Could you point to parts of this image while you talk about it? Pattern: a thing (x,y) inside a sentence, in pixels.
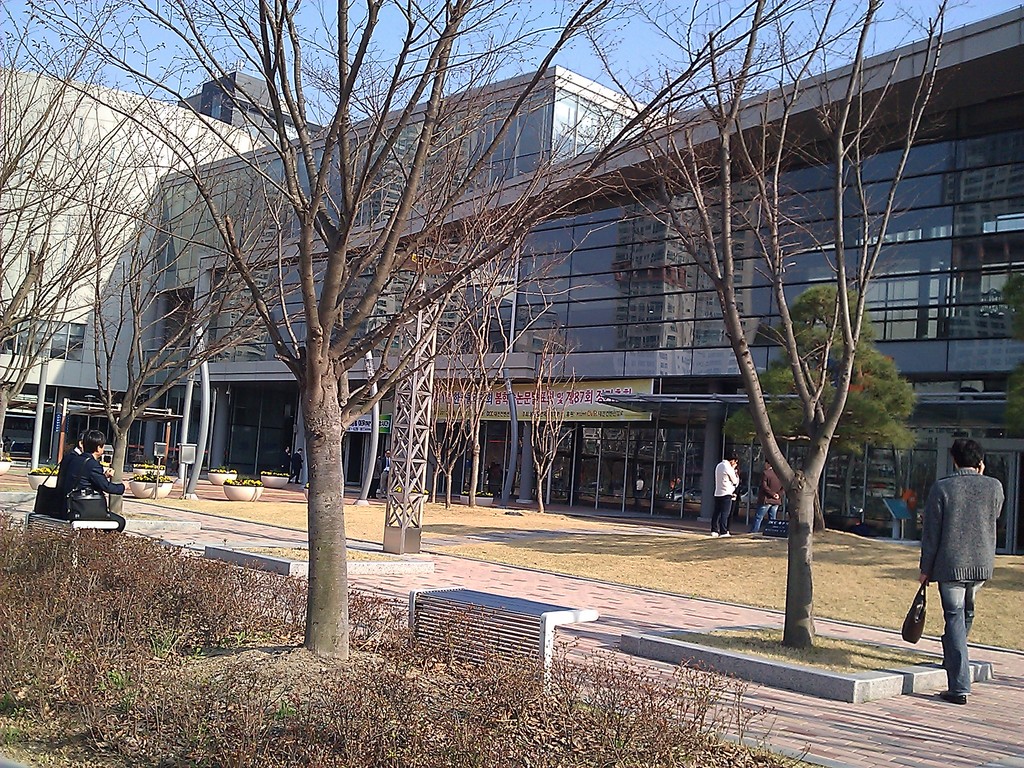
In this picture I can see buildings (140,139) and trees (730,339) and few people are standing and a man (993,504) holding a bag (909,628) in his hand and speaking on a mobile (976,464) and we see couple of them (96,485) seated on the bench (104,524) and i can see bags (74,506) and few plants (272,473) in the pots (220,481) and grass (454,549) and i can see a blue sky (551,37) and I can see a board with some text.
